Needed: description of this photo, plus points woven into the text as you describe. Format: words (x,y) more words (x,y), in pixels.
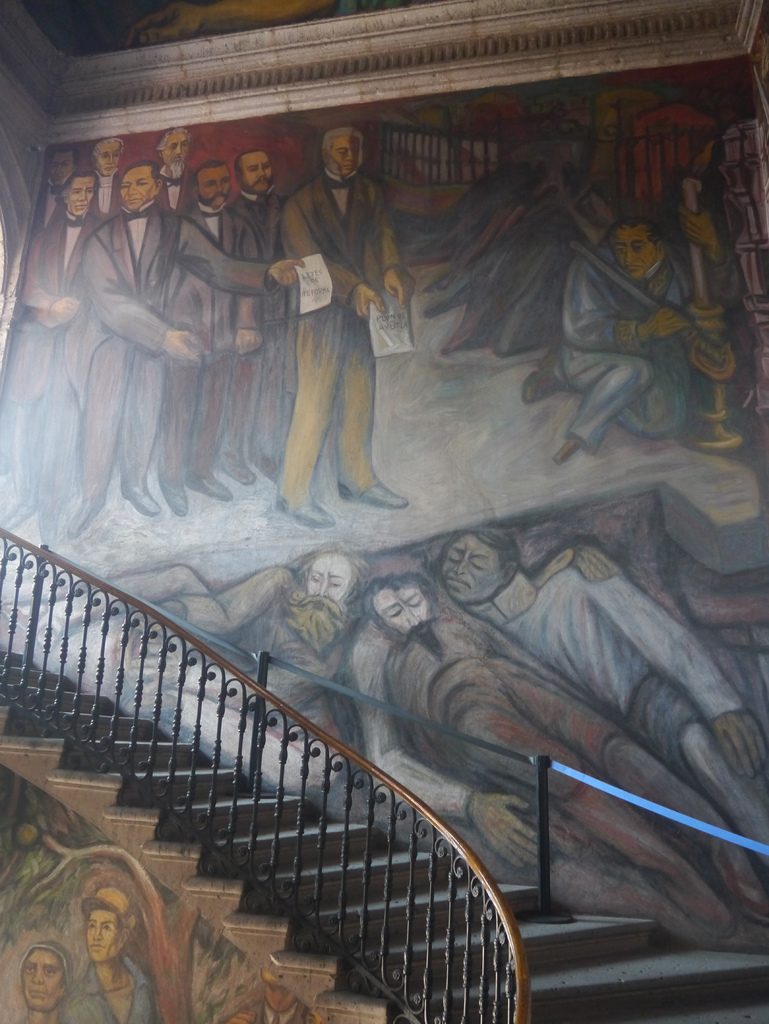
In this picture we can observe stairs (570,980) and railing (49,640). We can observe a wall (416,563) on which there is a painting (260,384) of a man (149,376) standing. Some of them were holding papers (306,290). We can observe three men (476,584) laying here.
